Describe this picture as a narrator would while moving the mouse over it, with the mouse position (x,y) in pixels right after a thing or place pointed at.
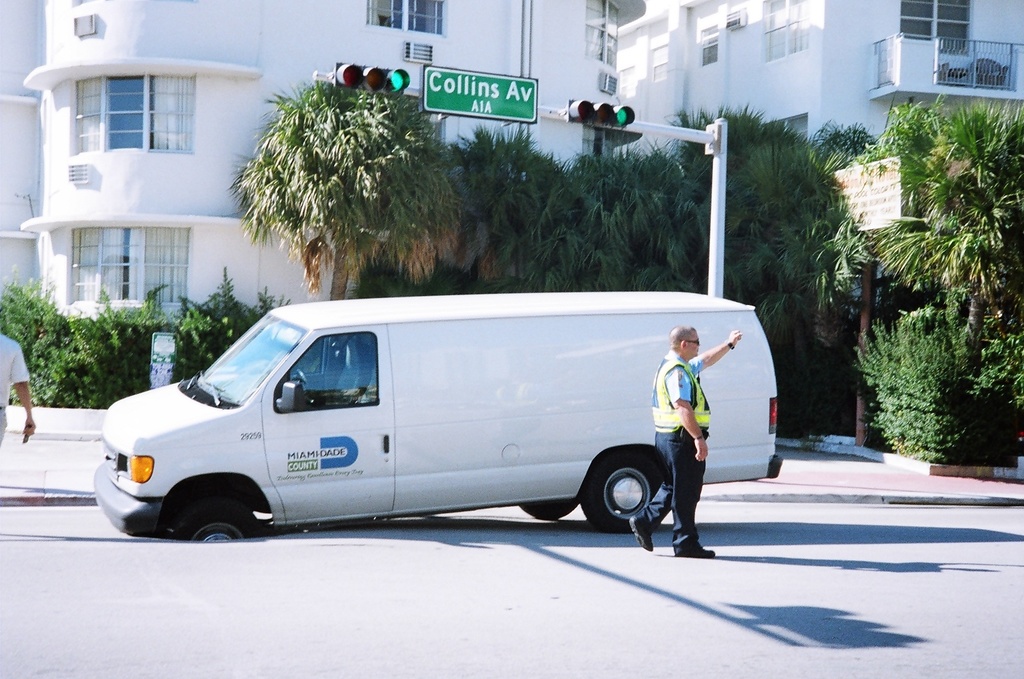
In the image we can see a vehicle (433,449), white in color on the road (534,647). There are even people (3,351) walking, they are wearing clothes (20,379). Here we can a building (208,174) and these are the windows (149,234) of the building (163,221). There are even trees (543,274), plants (112,365) around. Here we can see a signal pole (713,279) and a board (505,99).
